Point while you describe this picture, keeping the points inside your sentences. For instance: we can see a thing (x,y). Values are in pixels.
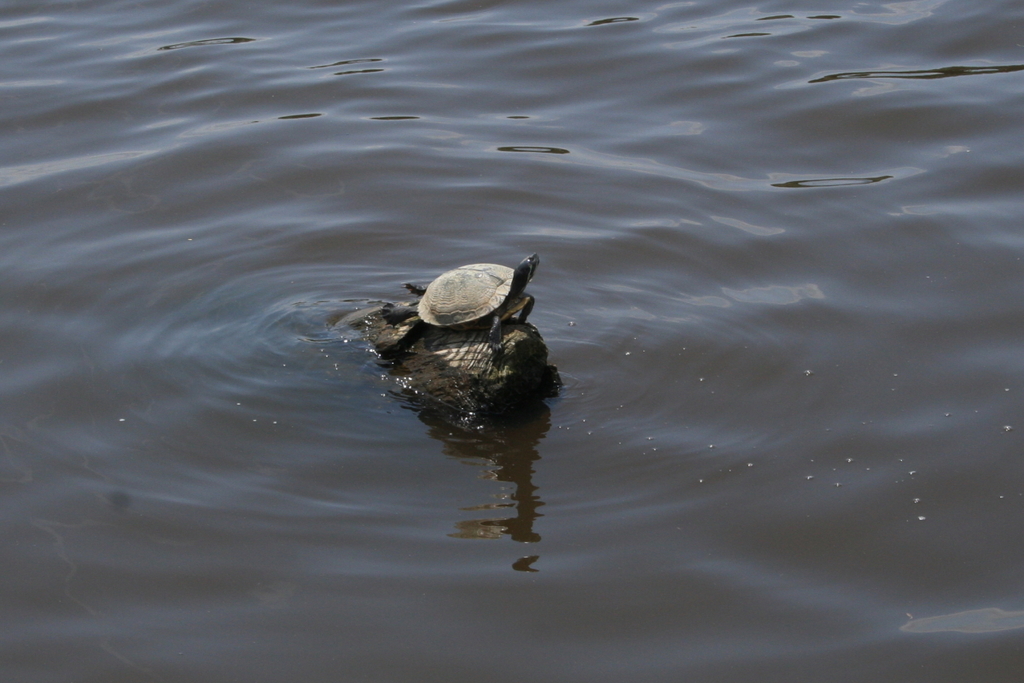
This picture shows about the small turtle (493,317) in the water pond (309,269).
